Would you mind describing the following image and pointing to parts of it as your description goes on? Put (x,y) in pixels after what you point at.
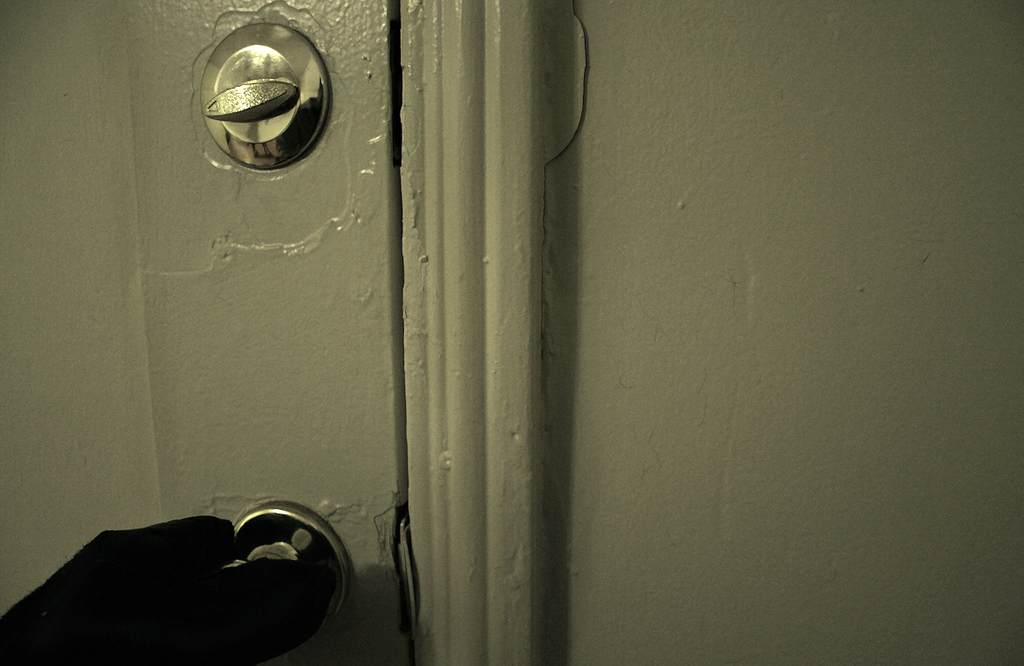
In this picture we can see couple of door handles (314,127).
